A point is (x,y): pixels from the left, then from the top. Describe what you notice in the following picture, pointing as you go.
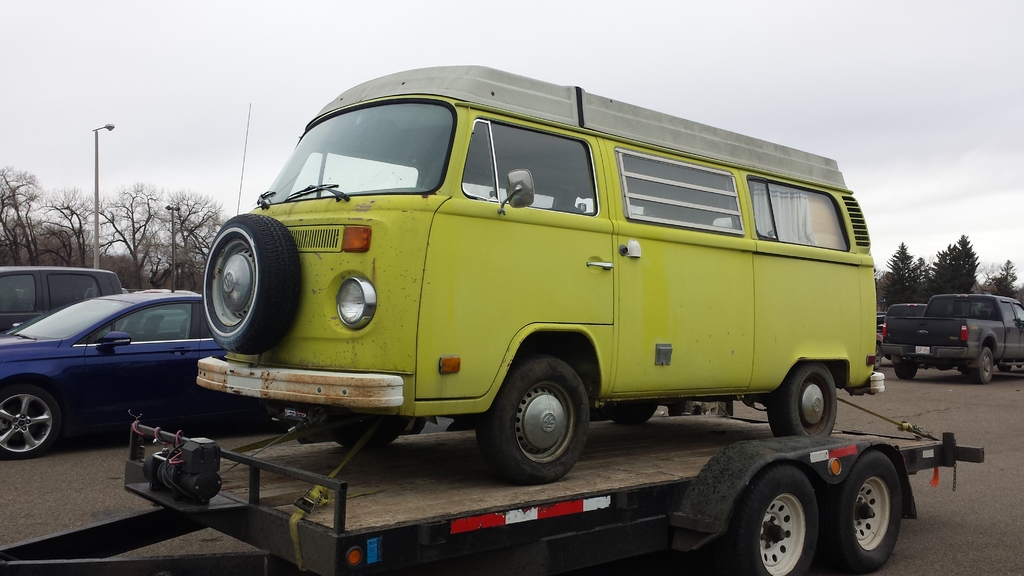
In the foreground of the picture (286,285) it is road (925,572), on the road (915,487) there are many vehicles (688,357) like car (164,319), van (720,315) and other. On the left (132,226) there are trees (111,217) and street light (96,211). On the right (946,270) there are trees (909,268). In the background (302,57) it is sky (850,83), sky (783,66) is cloudy.
